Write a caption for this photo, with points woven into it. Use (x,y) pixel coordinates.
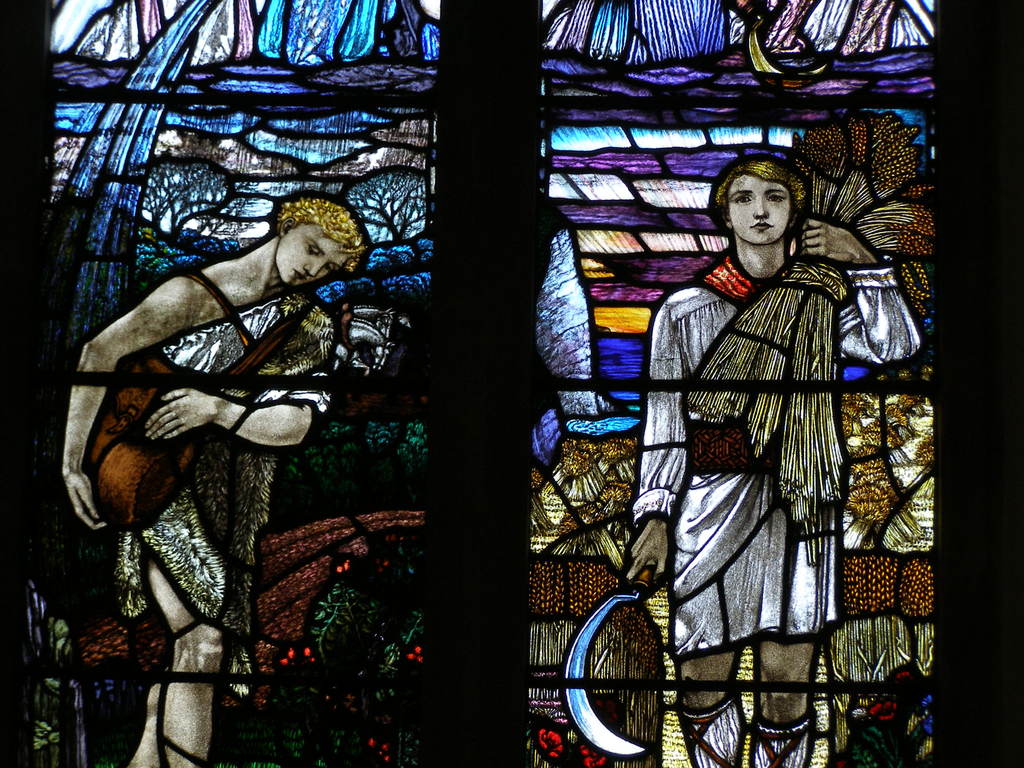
In this image there is a glass window (395,308) on which there is a design (731,526) of a girl (753,565) who is holding the dry grass (807,291) with her hand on the right side (776,355). It looks like an art (658,149).
